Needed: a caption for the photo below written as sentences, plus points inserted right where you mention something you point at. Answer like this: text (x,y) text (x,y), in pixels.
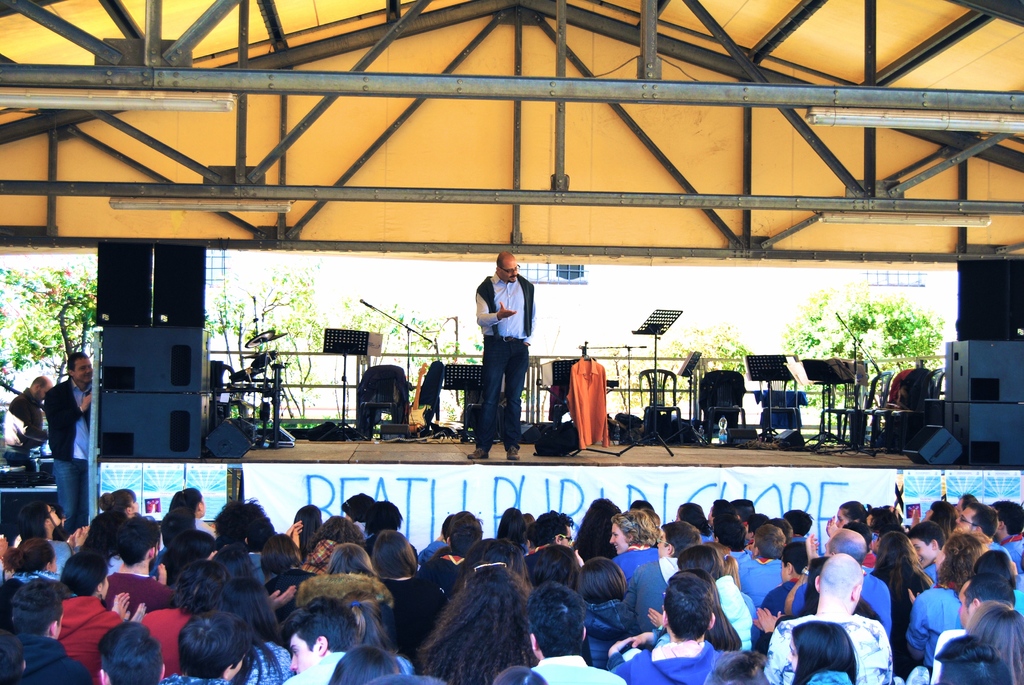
As we can see in the image there are many people (174,624), trees (304,322), musical drums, mics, chairs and a person (493,295) standing on stage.
